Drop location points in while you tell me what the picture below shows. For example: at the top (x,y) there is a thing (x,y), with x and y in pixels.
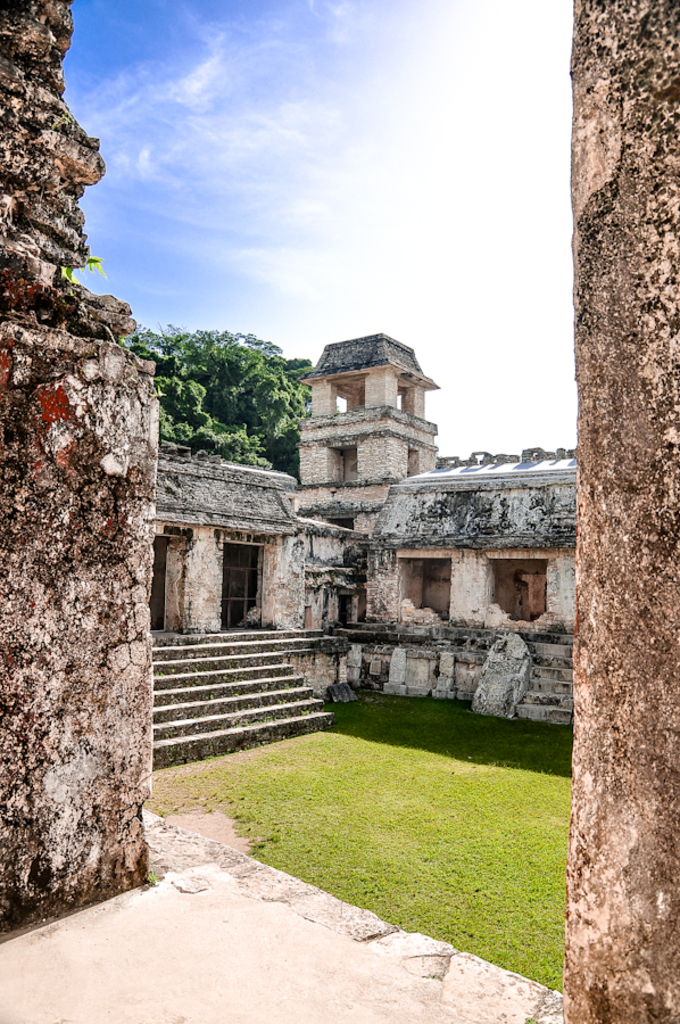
In this image we can see there is a building (309,542) with stairs (222,660) and there is a grass (499,837). At the back (281,368) there is a tree (291,367). And at the top (343,112) there is a sky (348,140).
